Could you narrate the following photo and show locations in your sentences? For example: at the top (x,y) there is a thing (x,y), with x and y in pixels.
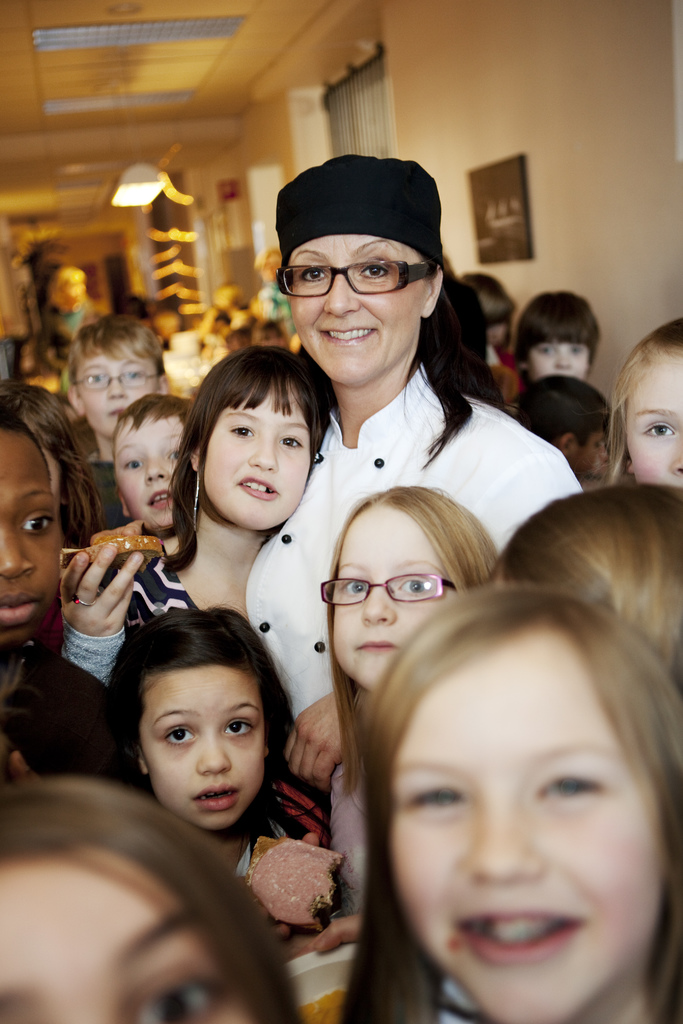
Here we can see group of people (506,563) posing to a camera. In the background (580,122) we can see a light (129,181), frame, and wall (531,139).
